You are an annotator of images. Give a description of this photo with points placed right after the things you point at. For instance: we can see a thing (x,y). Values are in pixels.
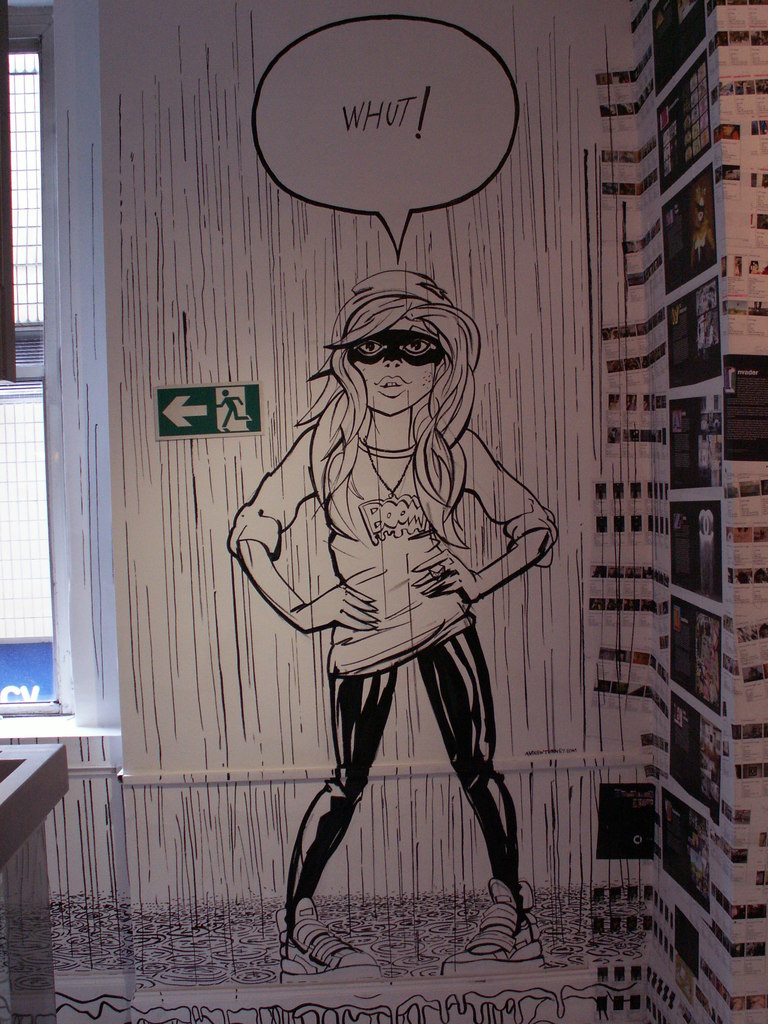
This is a picture of a wall (580,86), on the wall (366,701) there is a painting (396,648) of a woman (354,722). On the right (760,588) on the wall (640,879) there are photographs (645,889). On the left of the picture (36,553) there are windows (47,365).
